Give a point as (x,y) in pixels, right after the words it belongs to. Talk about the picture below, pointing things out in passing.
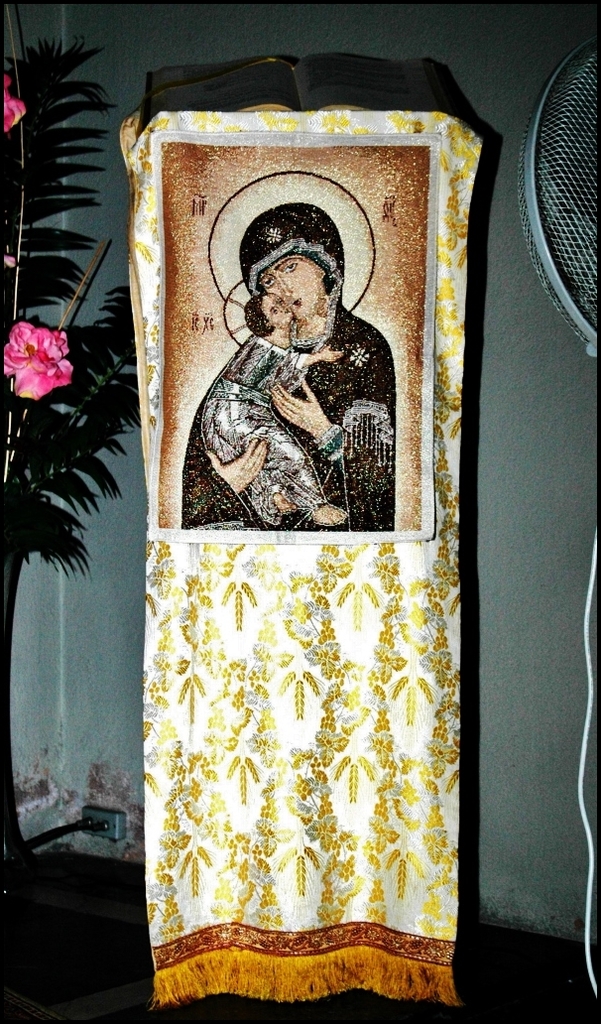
In this image I can see a cloth (357,598) which is in white and yellow color, on the cloth (355,580) I can see a banner (389,395), on the banner (253,344) I can see a person (368,344) and a baby (258,419). Background (496,73) I can see few flowers (32,390) in pink color and the wall (530,631) is in green color.
